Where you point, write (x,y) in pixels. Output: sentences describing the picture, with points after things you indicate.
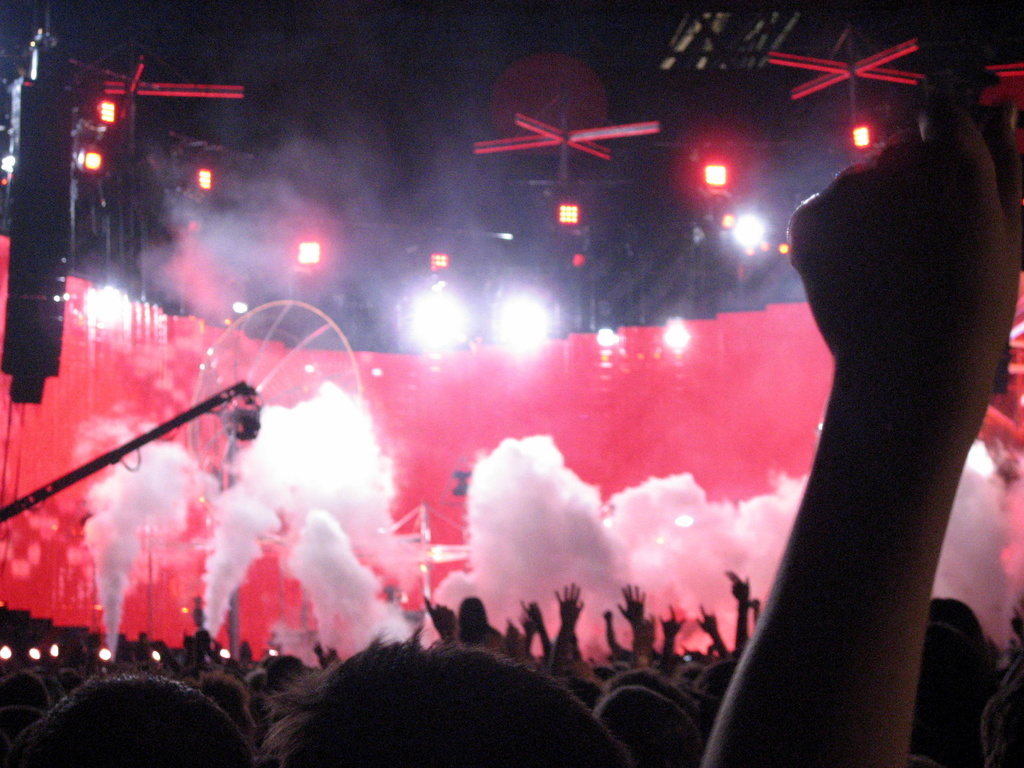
This picture is clicked in a musical concert. At the bottom of the picture (547,729), we see people (792,683) enjoying the music and in the background (493,393), we see a red color sheet (559,378). At the top of the picture (751,223), we see the lights (749,248).
